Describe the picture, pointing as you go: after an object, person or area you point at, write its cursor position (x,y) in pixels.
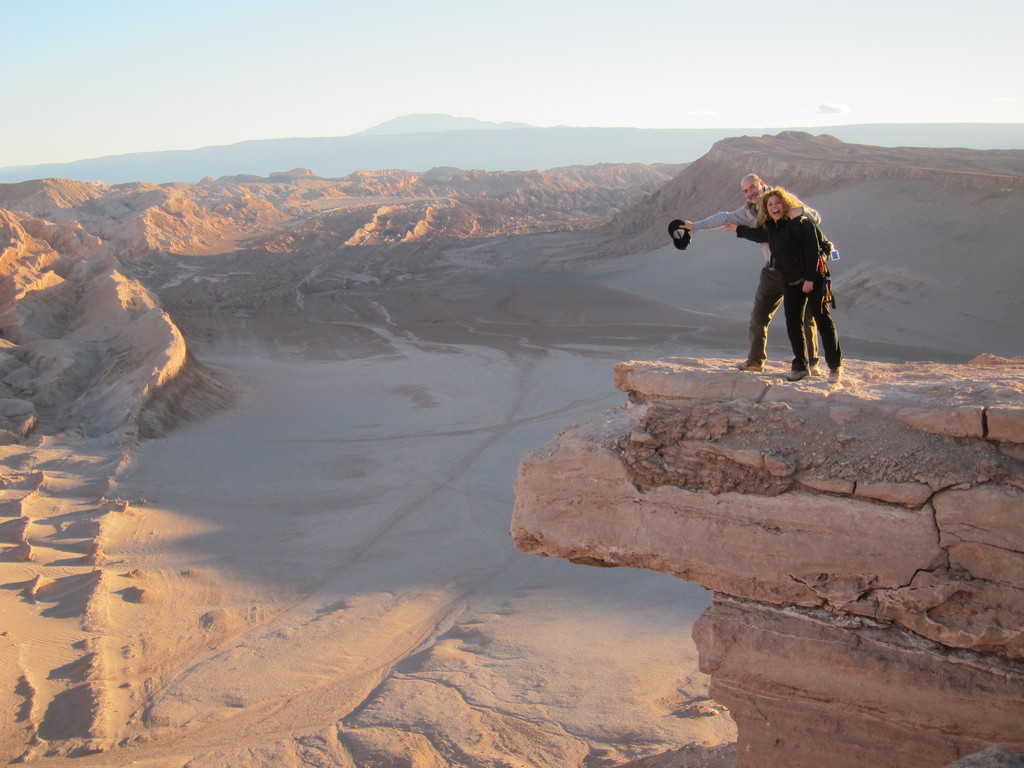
On the right side of the image (817,345) we can see two people (788,295) standing on the rock (780,513). in the background (879,170) there are rocks (245,189), hills (314,153) and sky (359,77). At the bottom (419,529) there is sand (157,710).
